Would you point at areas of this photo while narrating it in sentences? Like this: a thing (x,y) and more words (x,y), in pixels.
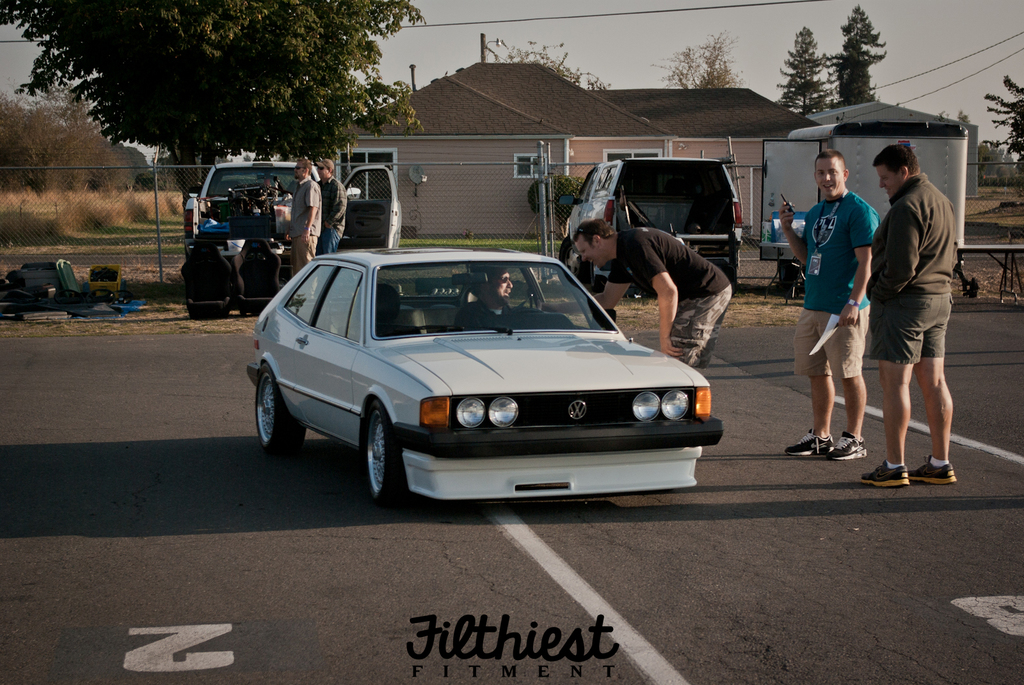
In the foreground of the image (505,325) we can see a car (320,370) and a man (506,305) sitting inside it. There are three people (659,304) standing on the road (755,354). In the background of the image (637,96) we can see a building (500,131), tree (214,78) and a cargo (624,198).
